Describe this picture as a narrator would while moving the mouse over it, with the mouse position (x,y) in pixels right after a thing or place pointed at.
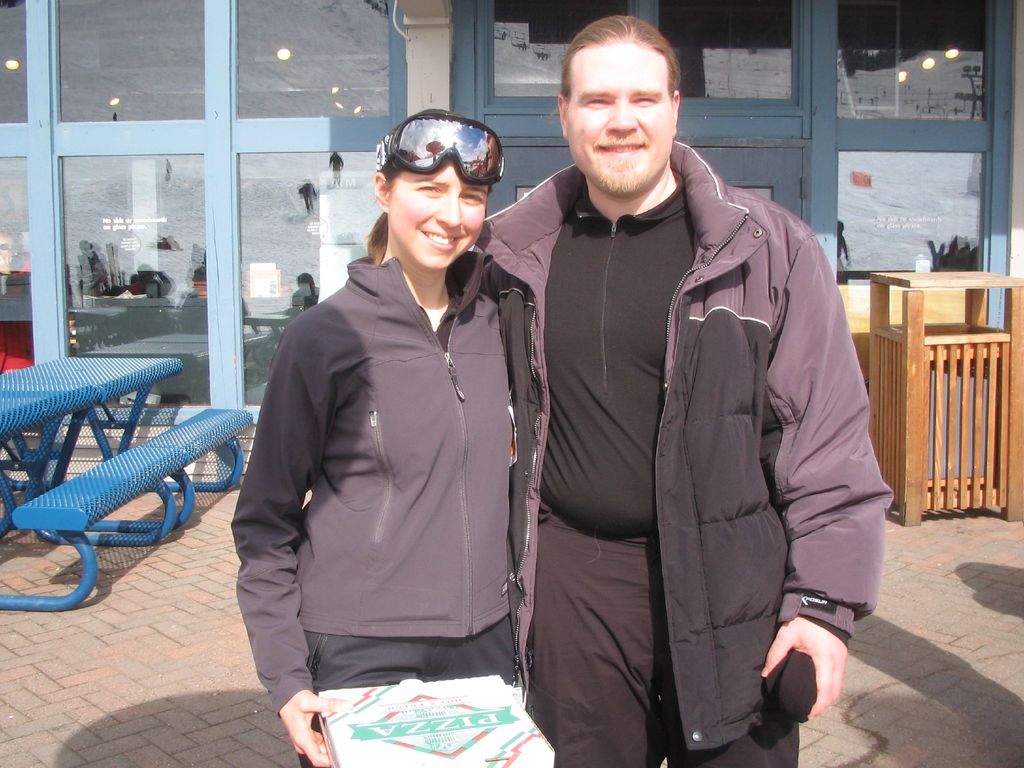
Here in this picture we can see a man (535,307) and a woman (383,414) standing over a place and both of them are wearing jackets (541,499) on them and smiling and we can see the woman (405,636) is holding a pizza box (354,723) in her hand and also carrying goggles (462,171) on her head (417,199) over there and behind them we can see a table (105,434) and a bench (62,502) present on the ground (49,581) over there and we can also see a store (79,102) with glass doors (971,58) present over there and we can see lights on the roof (254,58) inside that over there and on the right side (962,288) we can see a wooden table like thing (886,394) present on the ground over there.
